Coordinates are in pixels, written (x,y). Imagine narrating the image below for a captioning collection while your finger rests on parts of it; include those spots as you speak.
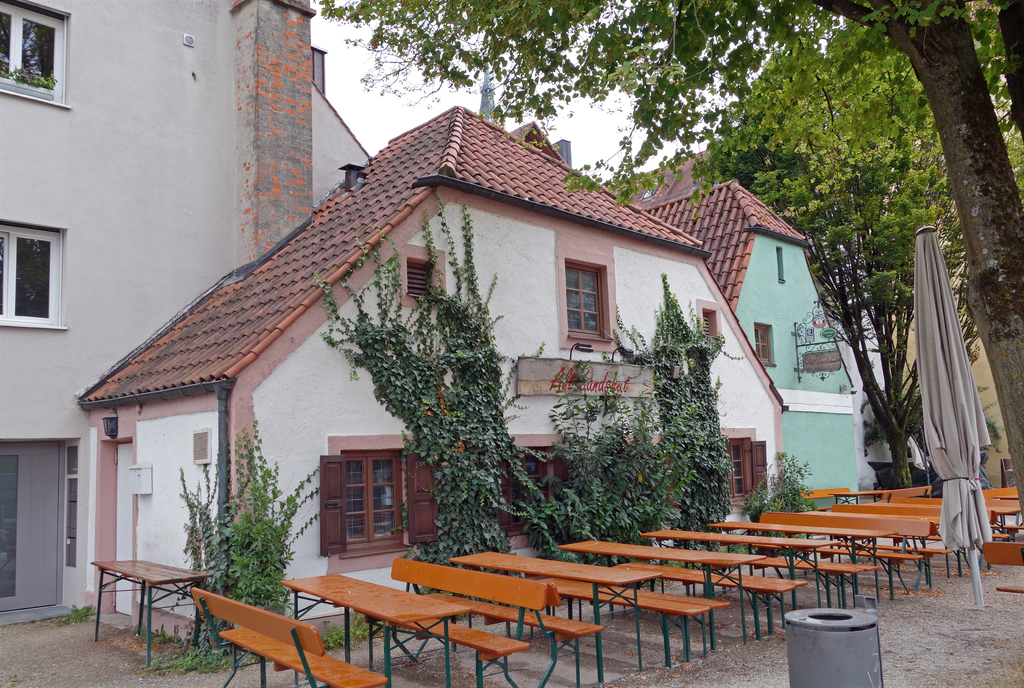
Bottom of the image (856,542) there are few benches (995,563). Top right side of the image (925,66) there are few trees (722,4). In the middle of the image (675,383) there are few plants (210,534). Behind the plants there are few buildings (522,178).
